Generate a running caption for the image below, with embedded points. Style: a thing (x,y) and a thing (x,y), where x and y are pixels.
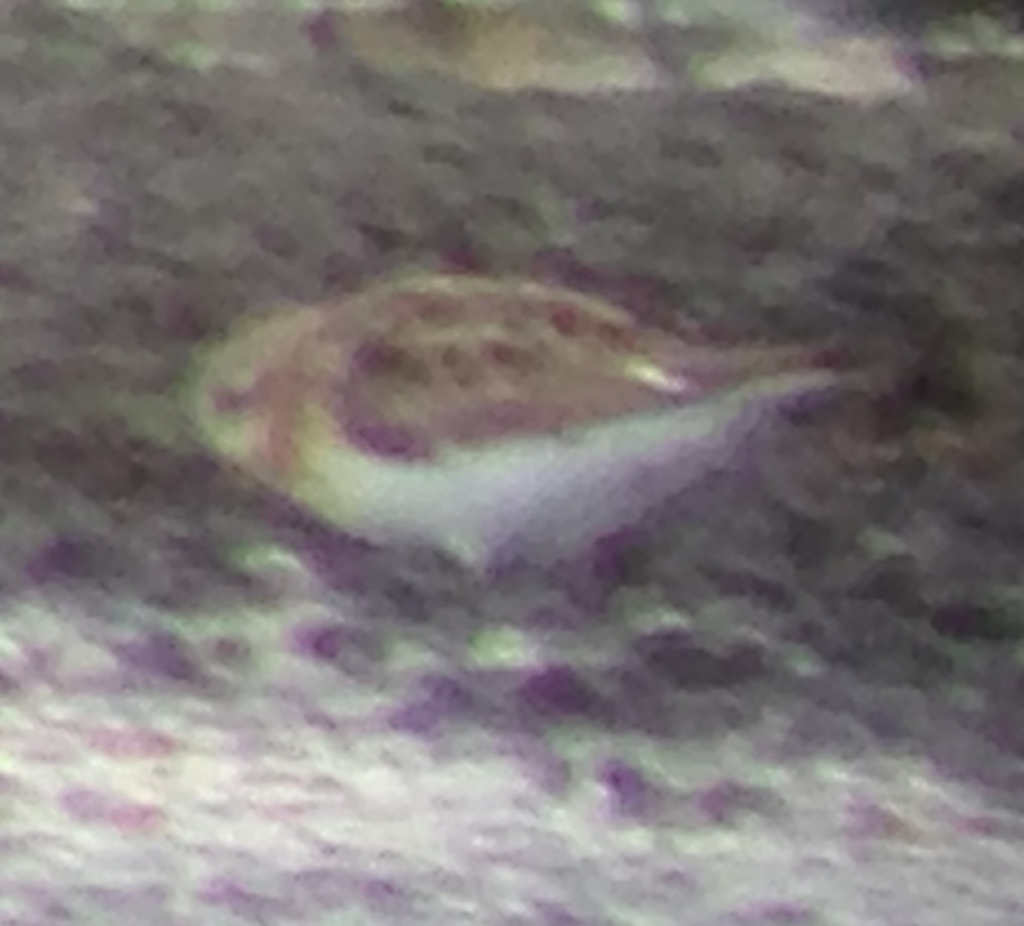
In this picture there is a bird (467,383) on the ground (829,549).
